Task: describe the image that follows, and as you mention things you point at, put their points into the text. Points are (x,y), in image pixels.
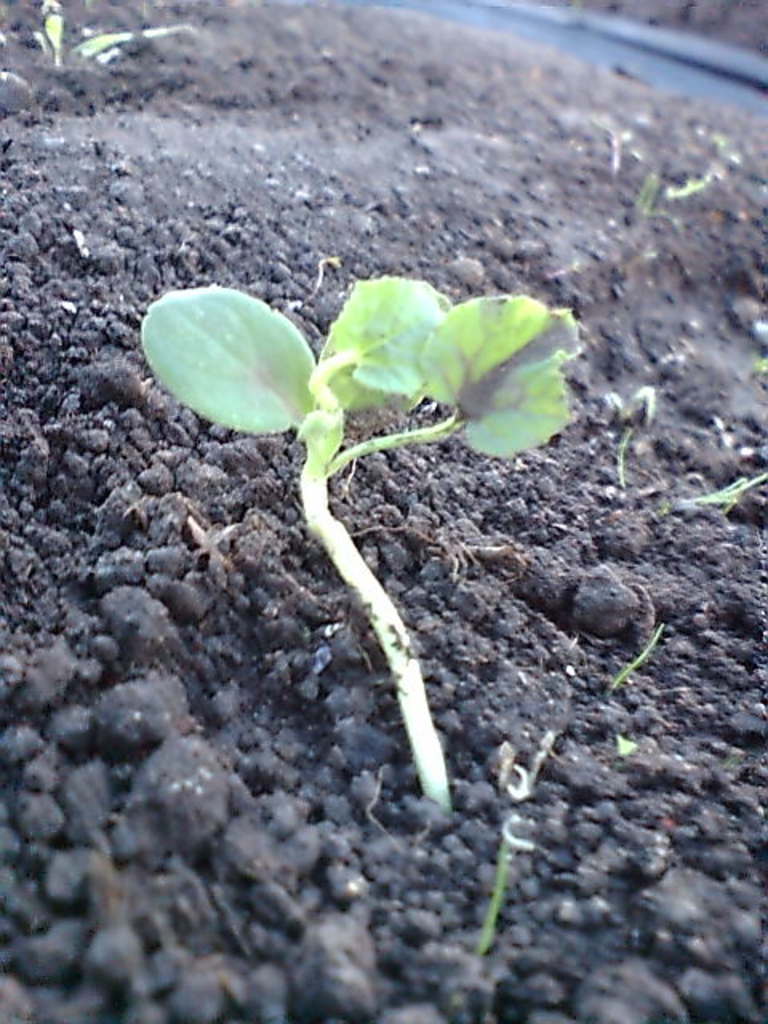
In this picture we can see plants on the ground (607,839) and in the background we can see an object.
